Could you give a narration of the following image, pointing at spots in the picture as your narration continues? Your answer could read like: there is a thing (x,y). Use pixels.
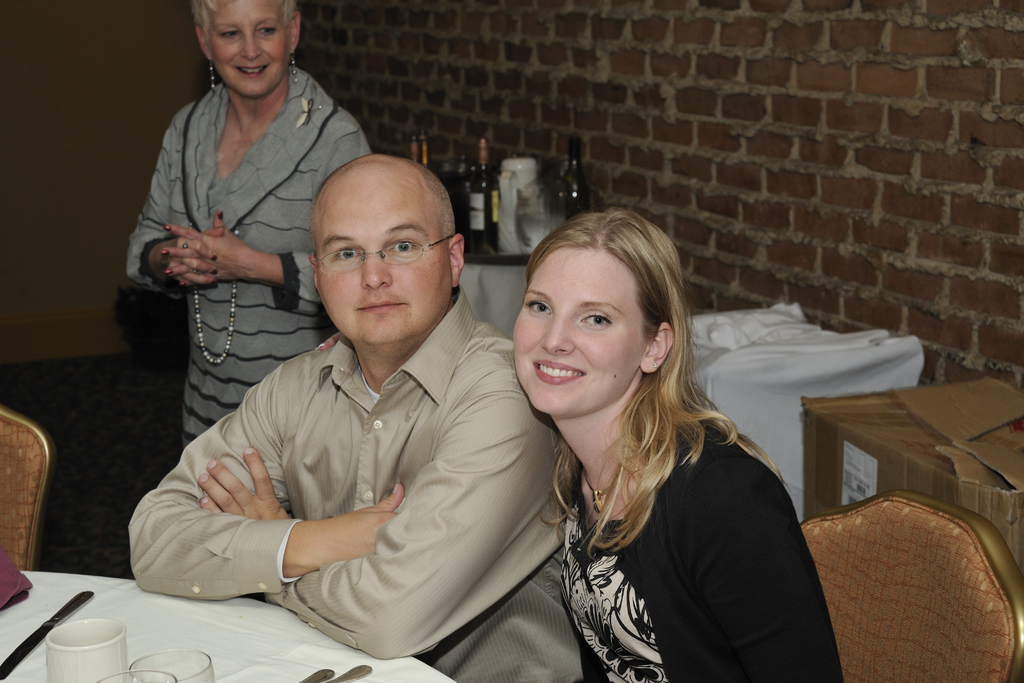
In this picture we can three people (367,361), two (401,422) sitting on the chairs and the other (300,239) standing.
